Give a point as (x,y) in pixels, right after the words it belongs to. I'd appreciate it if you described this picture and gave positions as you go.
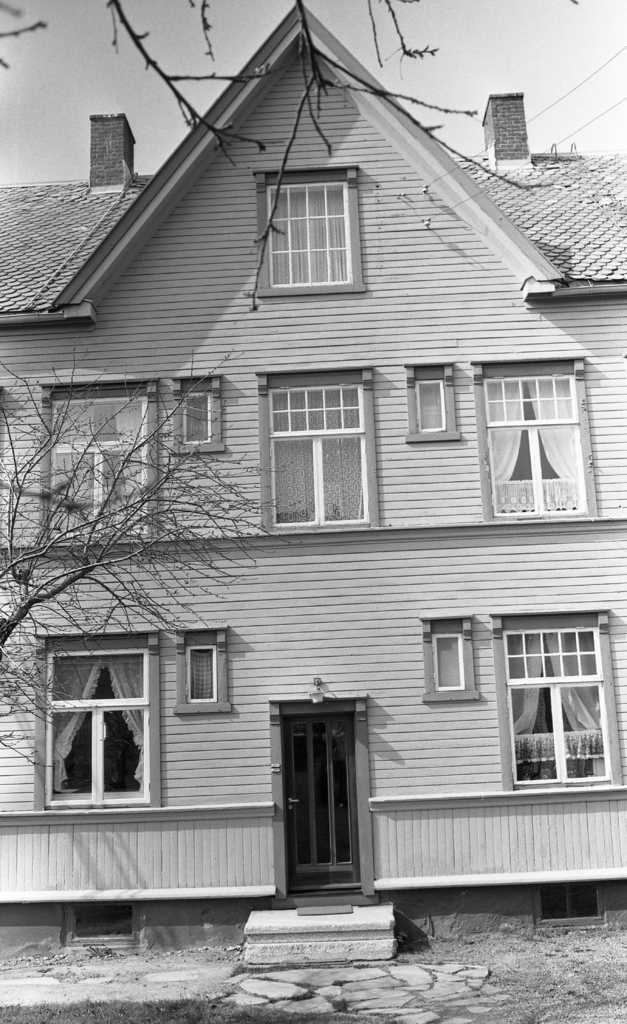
In this image there is the sky (208,74) towards the top of the image (457,71), there are wires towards the right of the image (614,108), there is a house (368,743), there are windows (530,780), there is a door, there are curtains (70,456), there is a tree (12,626) towards the left of the image (53,574), there is ground (181,990) towards the bottom of the image (403,980).
